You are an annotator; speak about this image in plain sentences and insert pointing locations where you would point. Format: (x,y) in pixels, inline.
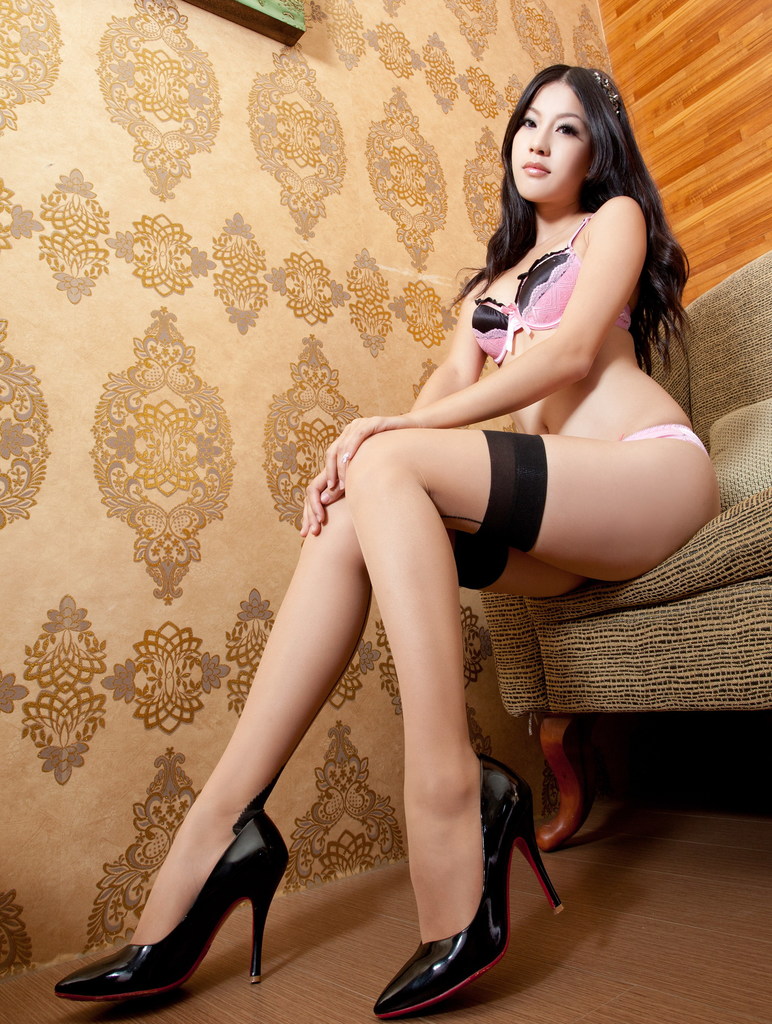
In this image we can see a lady (542,515) sitting on the couch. There is an object (251,14) on the wall (258,60) at the top of the image (251,27). There is some design (167,354) on the wall (216,340).
